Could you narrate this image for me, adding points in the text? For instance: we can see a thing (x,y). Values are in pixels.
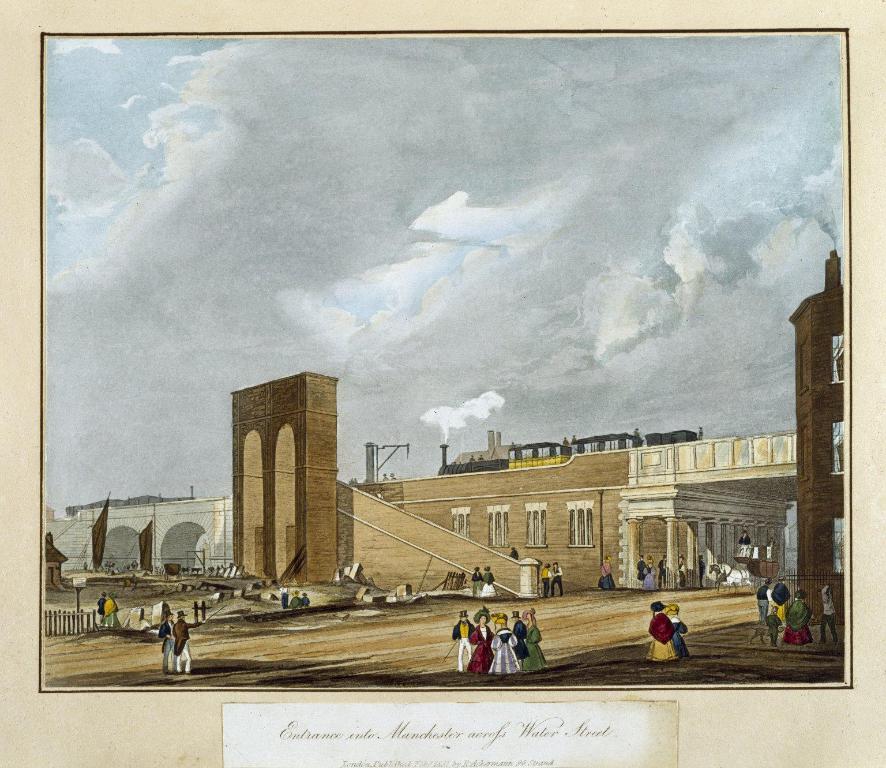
This looks like a painting. I can see groups of people (531,636) standing. This is the building (637,503) with windows (591,533) and pillars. I think this is the train (483,459). This looks like an arch (161,558). I can see the wooden fence (74,624). This looks like a pillar (318,543). This is the sky (420,278). I can see the letters (319,737) in the image.
